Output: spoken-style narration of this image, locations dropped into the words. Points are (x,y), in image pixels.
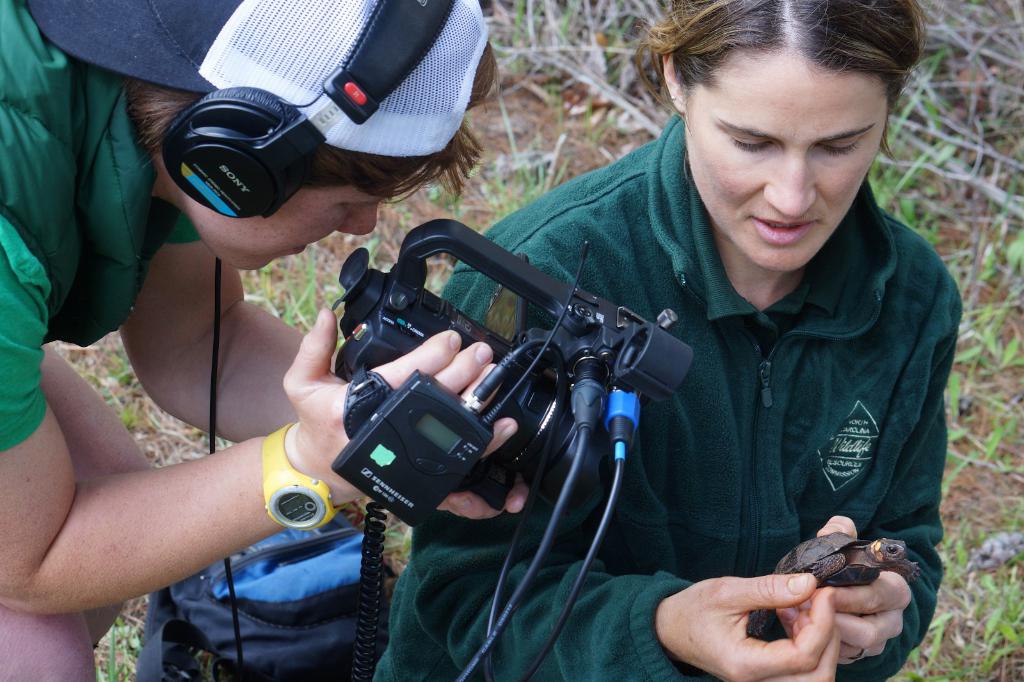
In this image I can see a woman (734,528) is holding a tortoise (799,565) in hands (797,590). Here I can see a person (136,206) is holding a video camera (398,411) in hands (304,450). The person (304,450) is wearing headphones (217,104) and a cap (197,90). In the background (997,201) I can see the grass (614,88) and a bag (272,613) on the ground (983,103).
